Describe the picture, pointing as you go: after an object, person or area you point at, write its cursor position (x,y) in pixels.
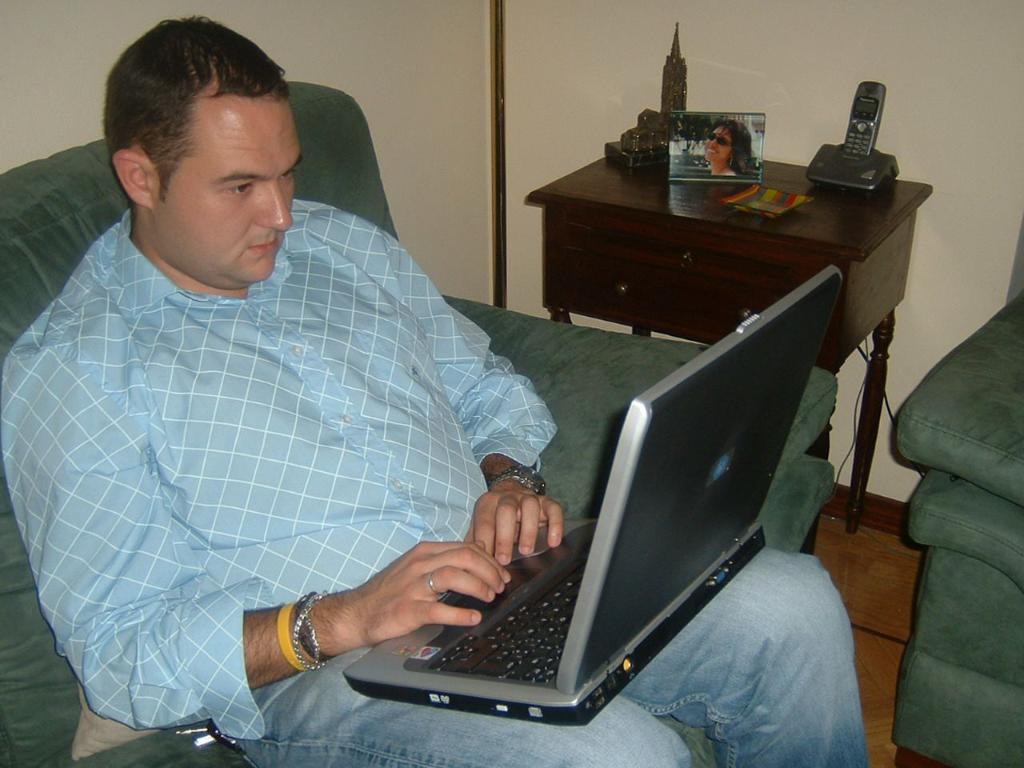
A man (191,338) is sitting on the sofa (81,194) and working in the laptop (639,520). Behind them there is a wall (74,89).
